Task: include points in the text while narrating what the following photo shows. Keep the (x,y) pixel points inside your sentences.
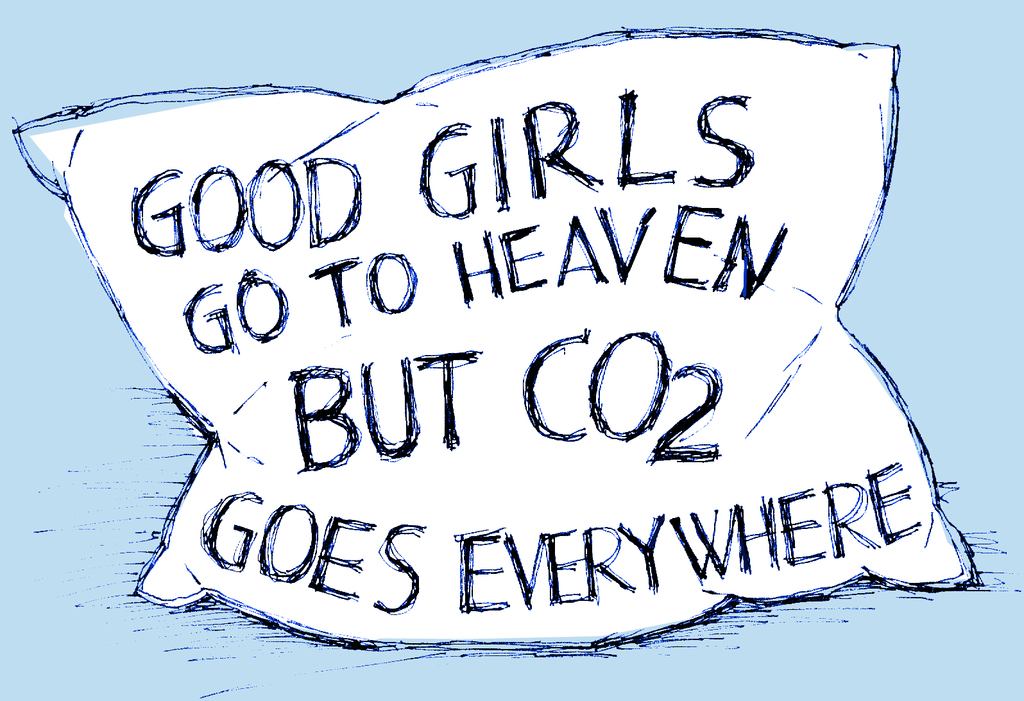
This is a sketch. In this picture we can see a depiction of a pillow (510,302) and also we can see the text (533,390).
